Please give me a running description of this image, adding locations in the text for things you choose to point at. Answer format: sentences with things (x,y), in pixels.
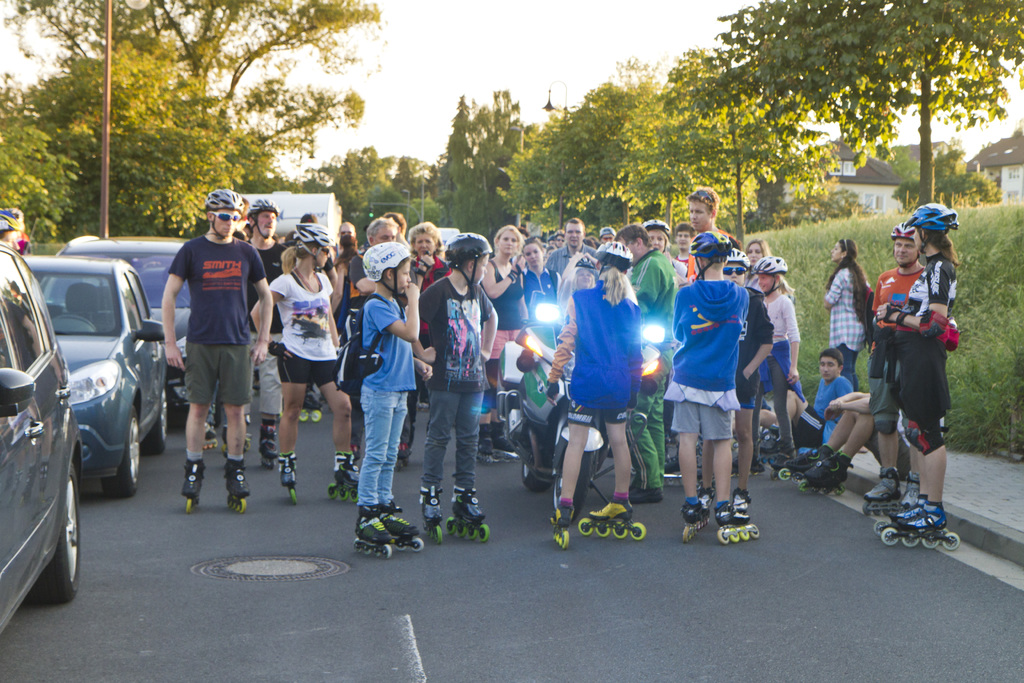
In this image there is a motor bike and there are group of people (411,368) with helmets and skating shoes (459,495) are standing on the road (325,626), there are vehicles (63,521) parked on the road (650,625), there are houses (1001,163), plants (1009,332), trees (514,167), and in the background (301,76) there is sky (281,60).
